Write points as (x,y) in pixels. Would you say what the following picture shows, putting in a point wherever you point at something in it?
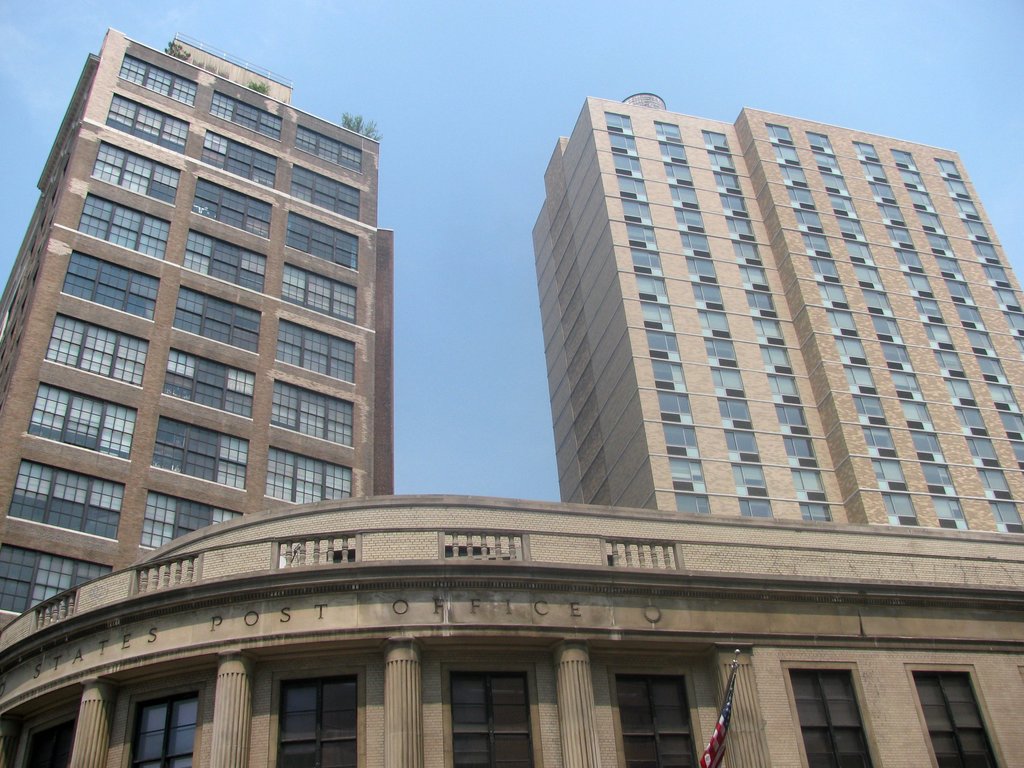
In this picture we can see some buildings (328,546). There are few plants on this building (195,487) on the left side (183,57). We can see a flag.
